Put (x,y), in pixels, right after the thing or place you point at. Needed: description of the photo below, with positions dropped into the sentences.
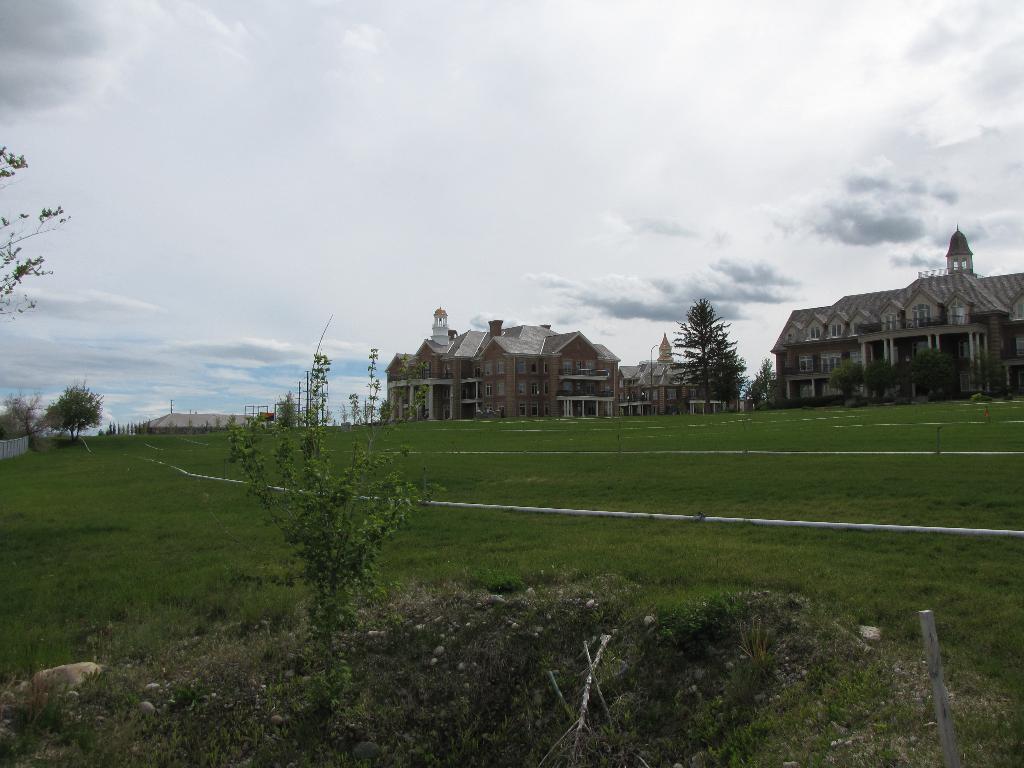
In this picture I can observe some grass (516,534) and plants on the ground (429,481). In the background (536,387) there are buildings (516,392) and I can observe sky (337,145).
